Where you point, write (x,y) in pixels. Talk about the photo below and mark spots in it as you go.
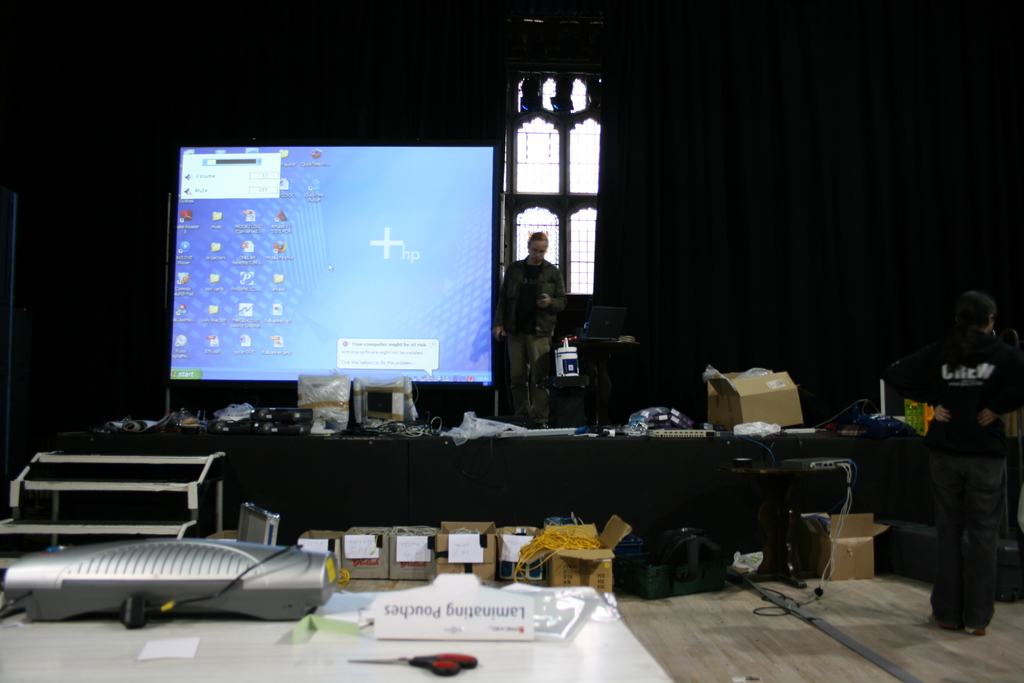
There is a scissor (457,660), a paper (162,649), an object (244,597) and a card (463,608) on the white color table (609,644). In the background (536,528), there are boxes (572,550) arranged on the floor (355,582). There is a person (522,268) standing on a stage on which, there is a screen (326,369) arranged and other objects (798,390). And the background (844,380) is dark in color.
